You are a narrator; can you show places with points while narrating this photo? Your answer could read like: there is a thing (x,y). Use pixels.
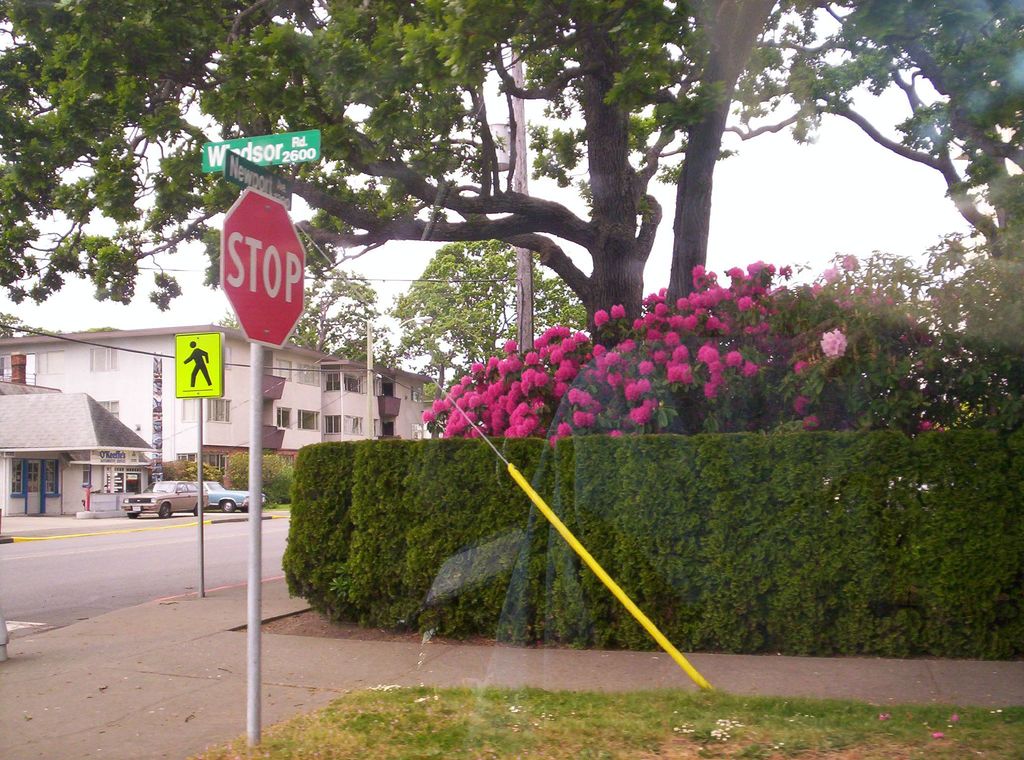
This is the picture of a road (95,549). In this image there are boards (276,193) on the pole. On the right side of the image (871,329) there are pink colour flowers (594,412) on the plant (797,399). At the back (50,500) there are buildings (65,489) and trees (713,86) and there are vehicles (189,485) on the road (80,538). At the top (722,243) there is sky (83,285). At the bottom (105,573) there is a road (119,584) and there is grass (833,719).
